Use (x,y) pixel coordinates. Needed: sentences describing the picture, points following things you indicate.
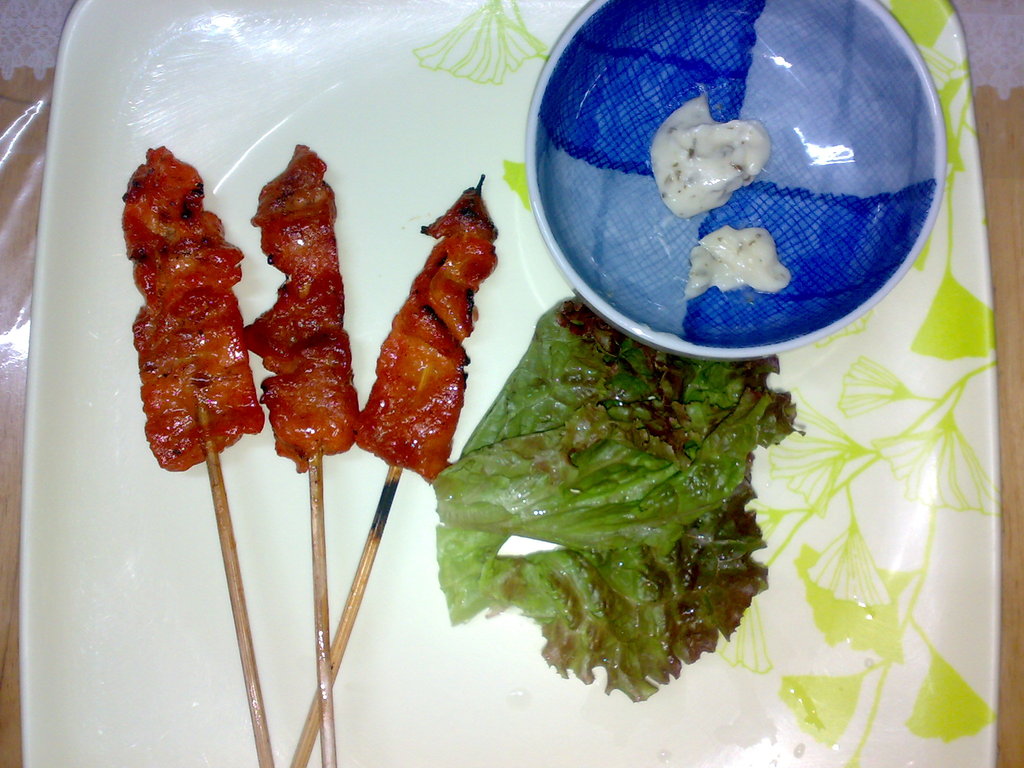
In the middle of the image (400,372) there is a plate (259,294) with salad (615,543), a food item (291,361) with sticks (248,632) and a bowl (698,240) with sauce (762,161) on it. In the background (7,731) there is a table (7,731).
